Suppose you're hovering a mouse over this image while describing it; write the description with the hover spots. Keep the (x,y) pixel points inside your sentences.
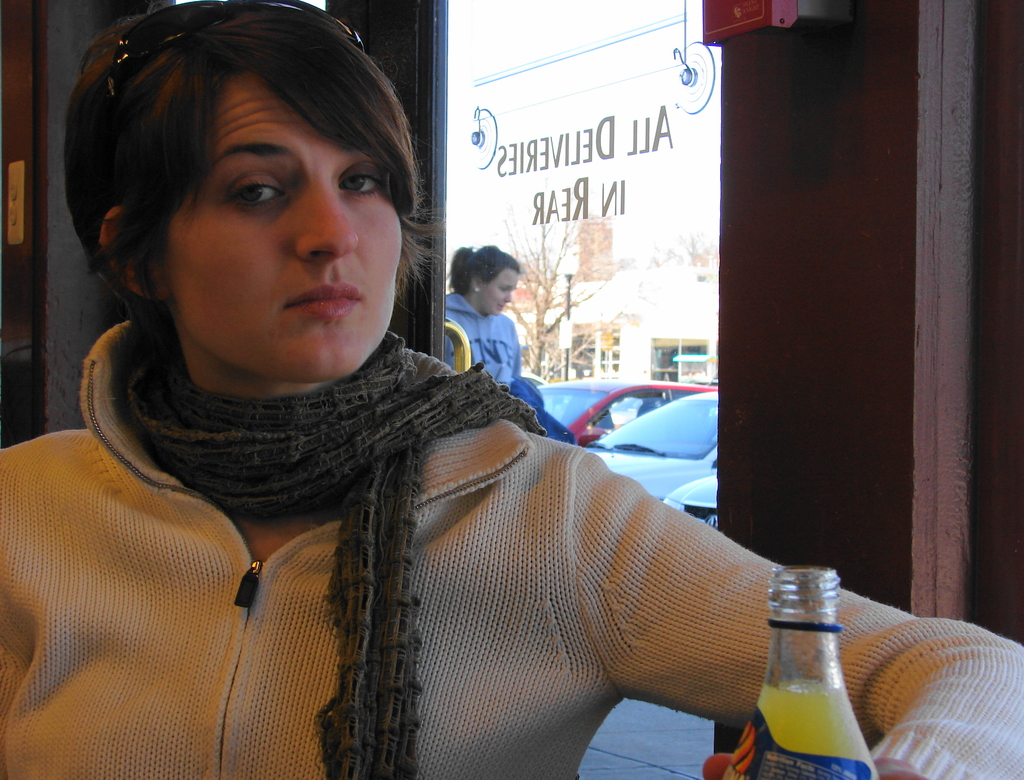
In the center of the image (380,508) there is a lady (385,553). She is holding a bottle (812,716) in her hand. In the background (606,411) we can see a door (430,166), cars (573,382), trees (554,327) and the sky (572,116).
